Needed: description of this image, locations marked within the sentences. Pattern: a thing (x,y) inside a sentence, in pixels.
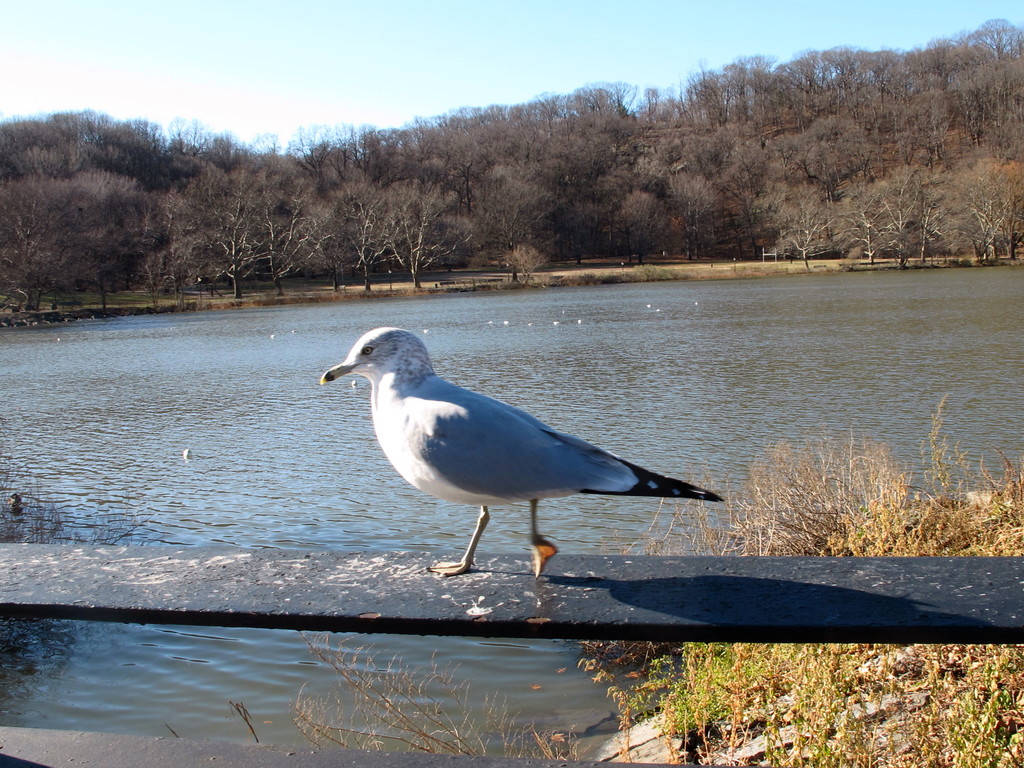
In the foreground of this image (568,595), there is a bird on a wooden plank (386,567) like an object (167,567). Under it, there is water (572,678) and few plants (785,716). In the background (711,330), there is water (750,313), trees (603,191) and the sky (415,52).
